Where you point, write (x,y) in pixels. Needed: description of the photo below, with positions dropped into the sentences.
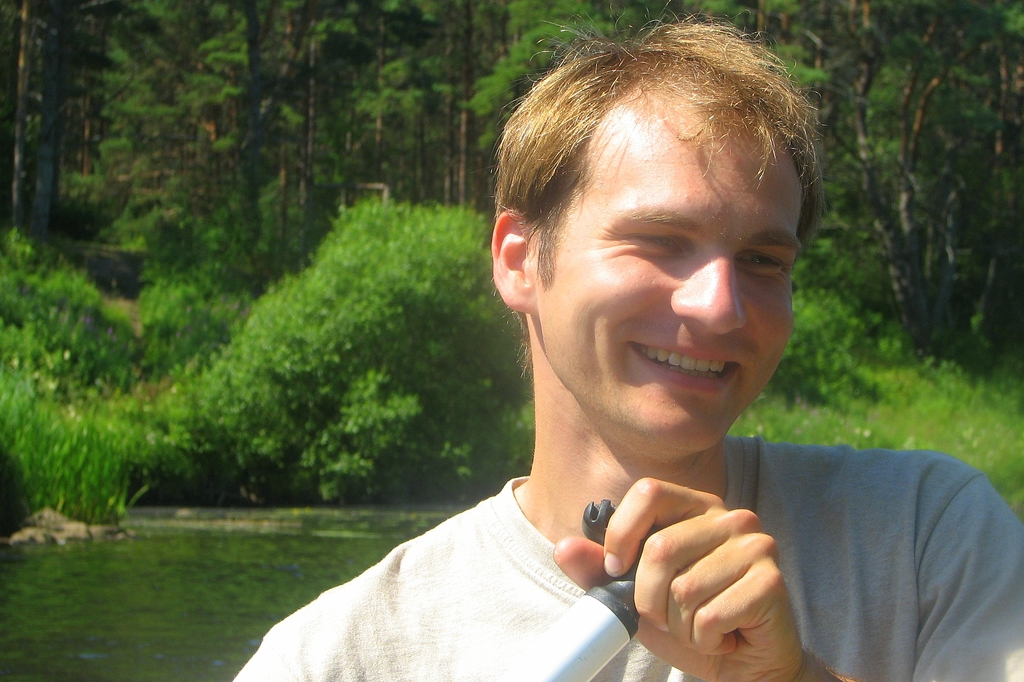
In this picture we can see the man (690,569) wearing white t-shirt (843,538), smiling and giving a pose to the camera. Behind there are some huge trees (279,257).
